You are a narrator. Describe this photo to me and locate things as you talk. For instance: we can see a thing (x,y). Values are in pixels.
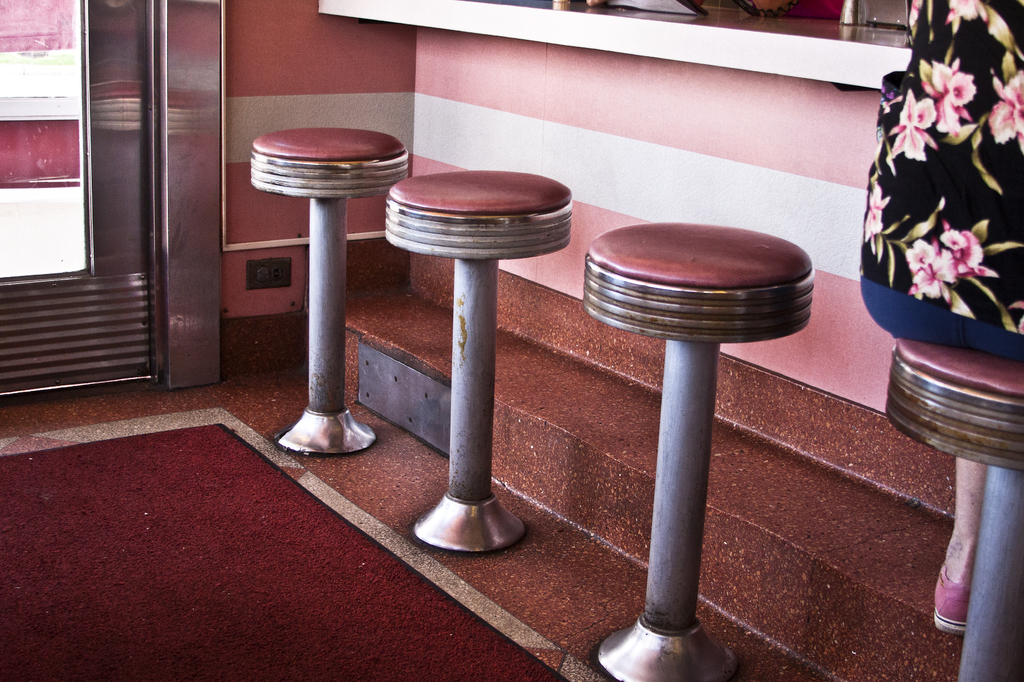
In this image in the center (471,366) there are four stools (719,331) and one person (939,207) is sitting on one stool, on the left side (101,182) there is a glass door (127,155) and on the right side (721,48) there is a table (812,67). At the bottom (310,601) there is a red color carpet (319,576).
